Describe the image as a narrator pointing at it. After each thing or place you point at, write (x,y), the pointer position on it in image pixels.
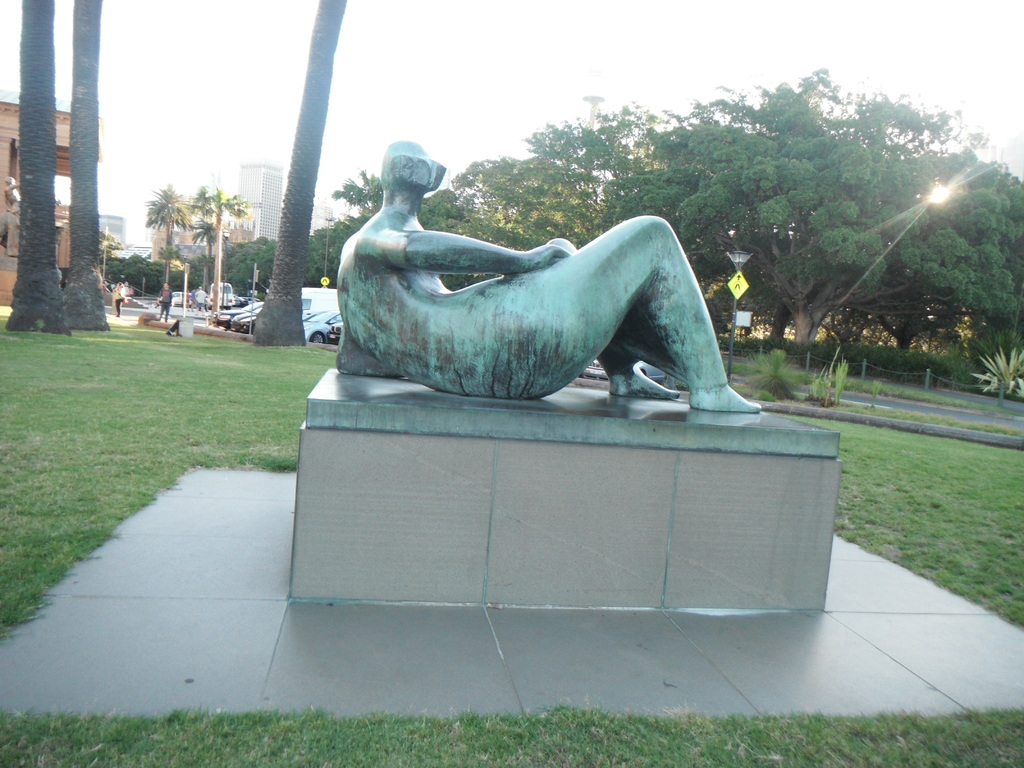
In the image in the center (613,420) we can see one stone (398,497). On stone (452,521), we can see statue (457,247). In the background (509,88) we can see sky (657,53), clouds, buildings (2,105), wall (9,125), trees (369,198), vehicles (248,320), sign boards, poles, plants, grass (284,381) and few people (169,293) were standing.
